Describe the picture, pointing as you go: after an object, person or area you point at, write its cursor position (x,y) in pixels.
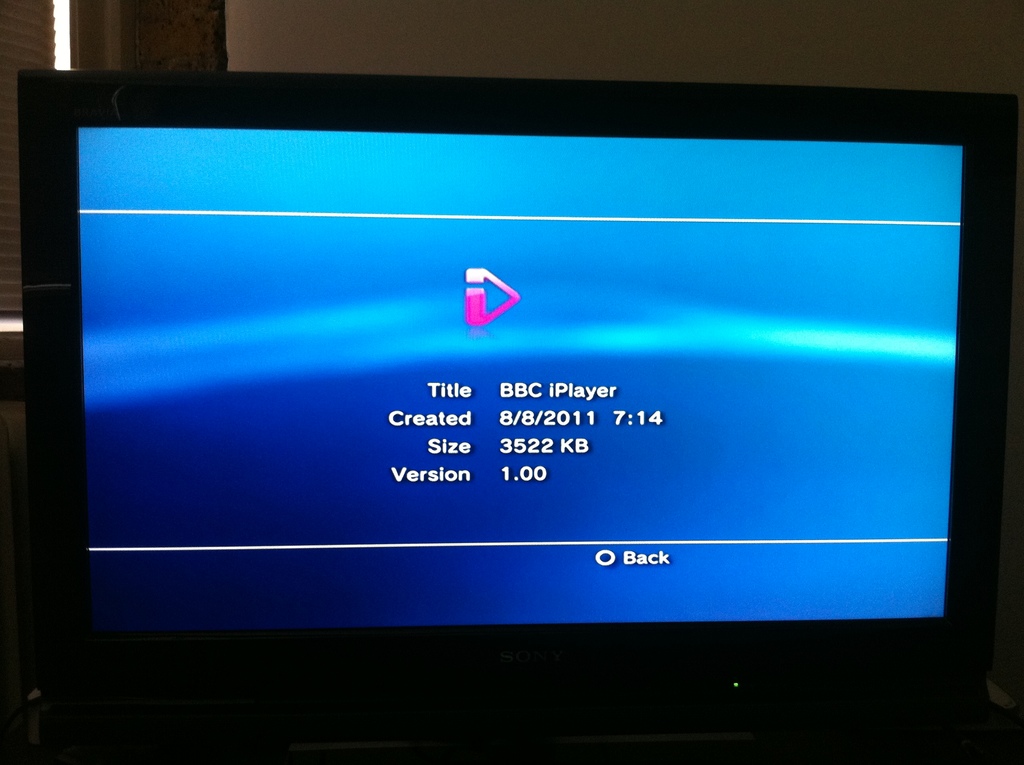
In this image there is a monitor (595,371). On the monitor (562,378) there is some text (588,424). In the background (273,42) there is a wall (455,36).
